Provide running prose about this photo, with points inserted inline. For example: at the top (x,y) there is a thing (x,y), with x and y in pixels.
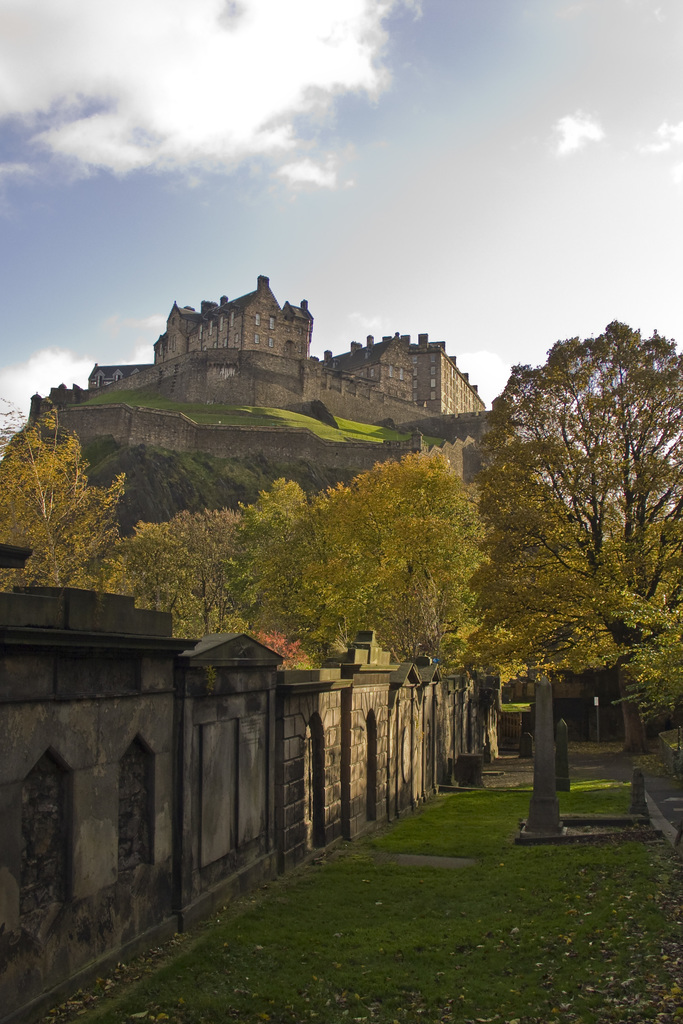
There are trees (304,631), grassland (422,810) and wall (294,743) in the foreground area of the image (277,763), it seems like a castle (444,345) and the sky (388,256) in the background area (353,389).
